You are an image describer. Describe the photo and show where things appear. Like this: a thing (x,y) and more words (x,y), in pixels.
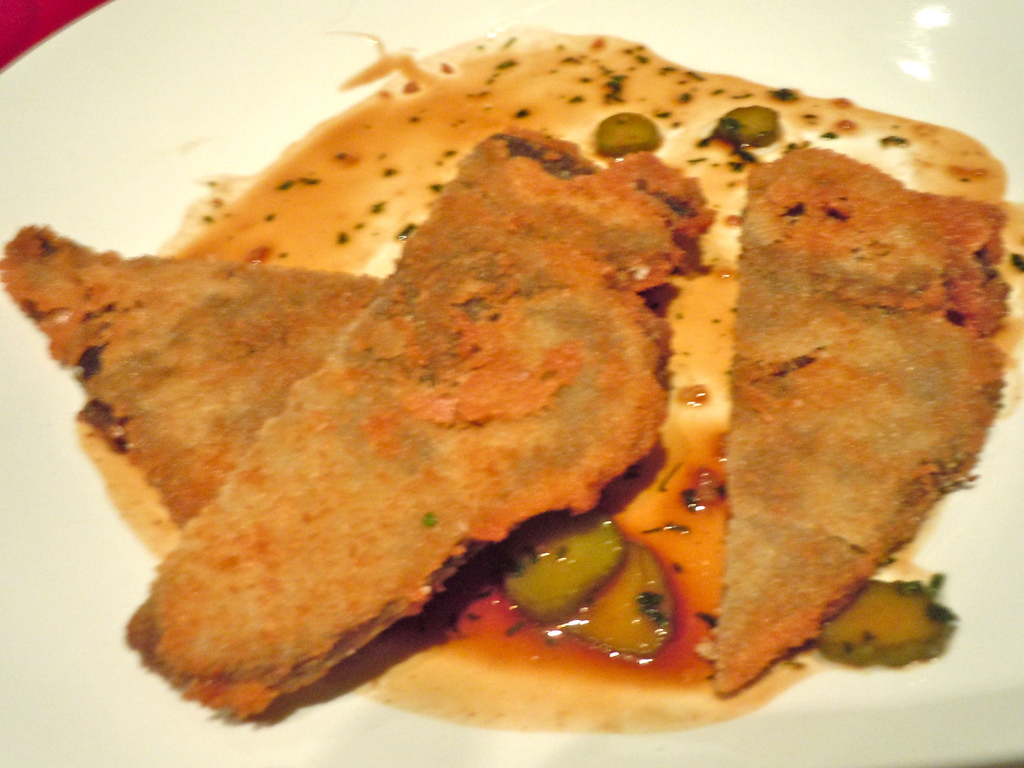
This is the picture of a plate (99,117) in which there is some food item (385,410) and some sauce (1017,281).
